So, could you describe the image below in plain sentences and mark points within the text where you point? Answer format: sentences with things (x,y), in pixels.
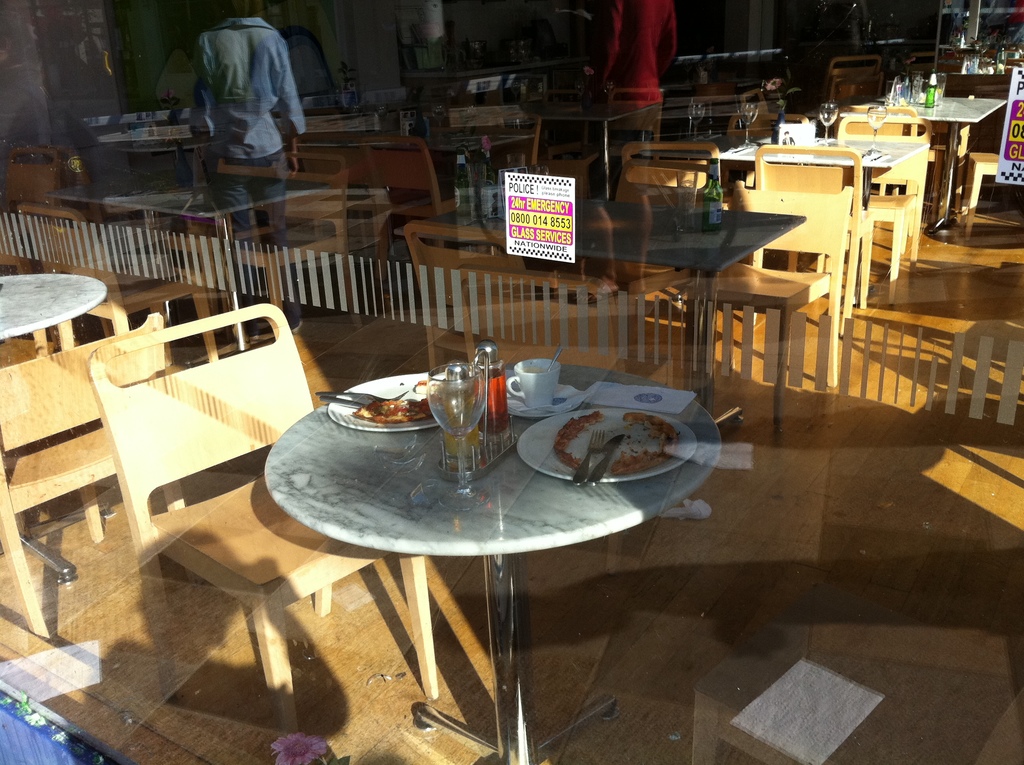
In this picture, there is a glass wall (463,267). Through the wall (527,258), we can see the tables (440,525) and chairs (413,558). At the bottom (548,526), there is a table (494,639). On the table (500,621), there are plates (522,456), bottles (495,378), cups (522,366), forks (591,456), knives (609,461) etc. On the glass (585,221), there is a paper (510,197) with some text (523,238). At the top (231,60), there is a reflection (241,238) of the person (235,56).
